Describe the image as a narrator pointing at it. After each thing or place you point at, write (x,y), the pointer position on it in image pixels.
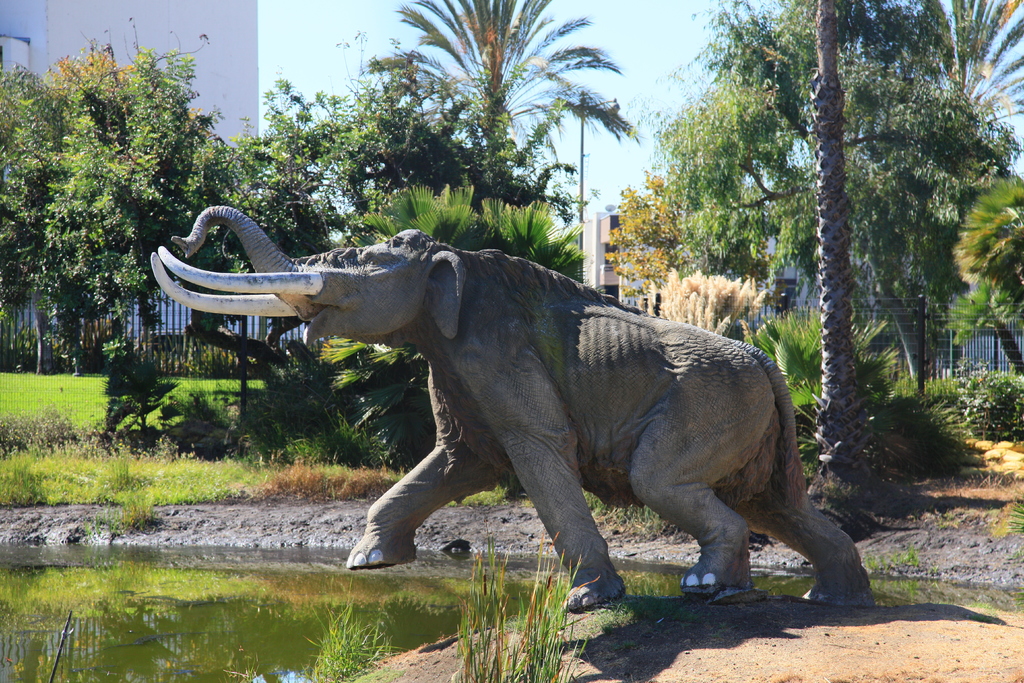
In the image we can see an elephant (479,357), grass (109,476), plant (322,374), mud (263,512), water (245,608), trees (341,183), pole (582,214), buildings (167,42), fence (117,326) and a pale blue sky (645,32).
